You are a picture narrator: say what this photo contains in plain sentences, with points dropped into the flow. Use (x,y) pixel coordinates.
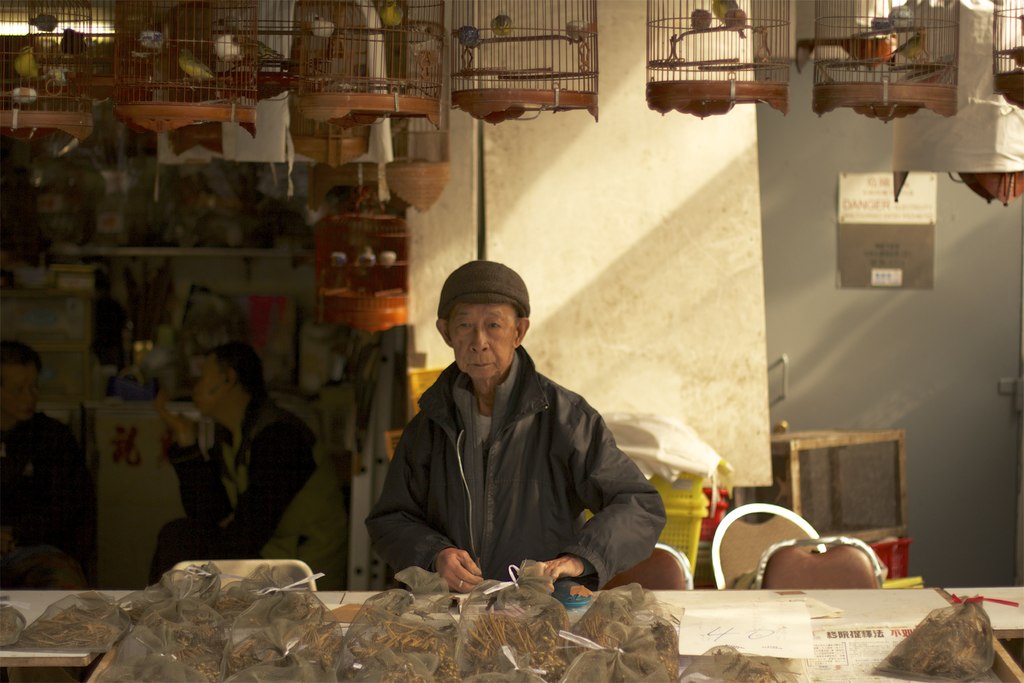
In the image we can see there are people (310,431) wearing clothes (205,453). This person (432,441) is wearing a cap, there are chairs (741,549), papers (713,628), cage (553,81) and birds (504,19) in the cage (524,26), shelf (206,251), wall (496,242) and bags (484,626).
